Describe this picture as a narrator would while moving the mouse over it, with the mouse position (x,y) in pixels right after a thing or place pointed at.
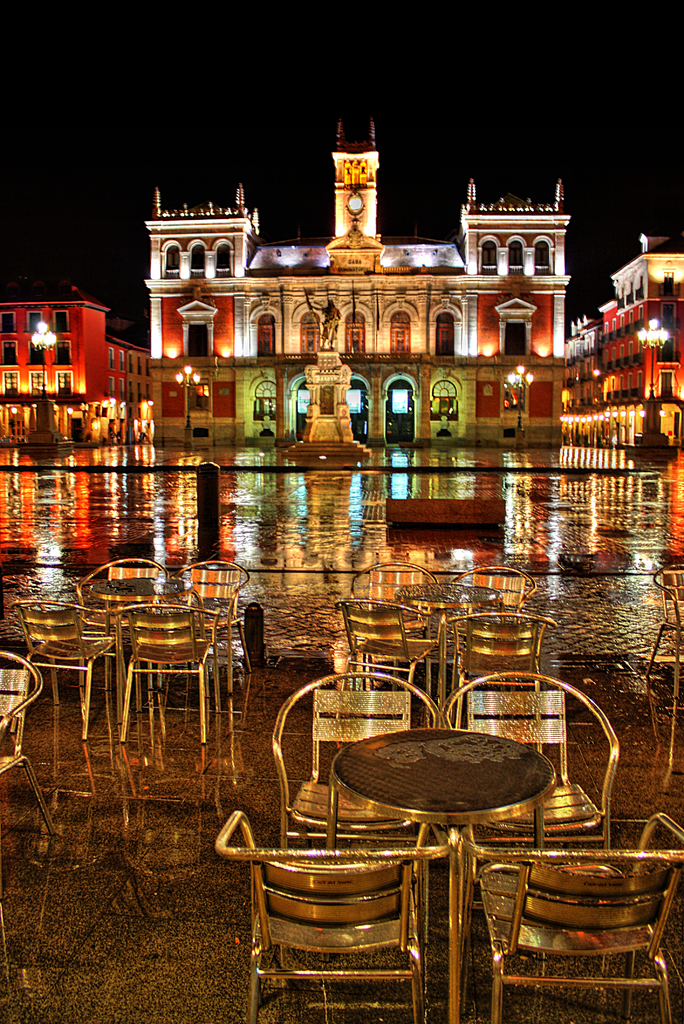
At the bottom of this image (321,706), there are tables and chairs (44,664) arranged on a floor (206,968). In the background (334,281), there are poles (188,437) and a statue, which is on a platform (329,429) on the wet ground (682,500), there are buildings (290,289) which are having lights (45,335). And the background (18,132) is dark in color.
